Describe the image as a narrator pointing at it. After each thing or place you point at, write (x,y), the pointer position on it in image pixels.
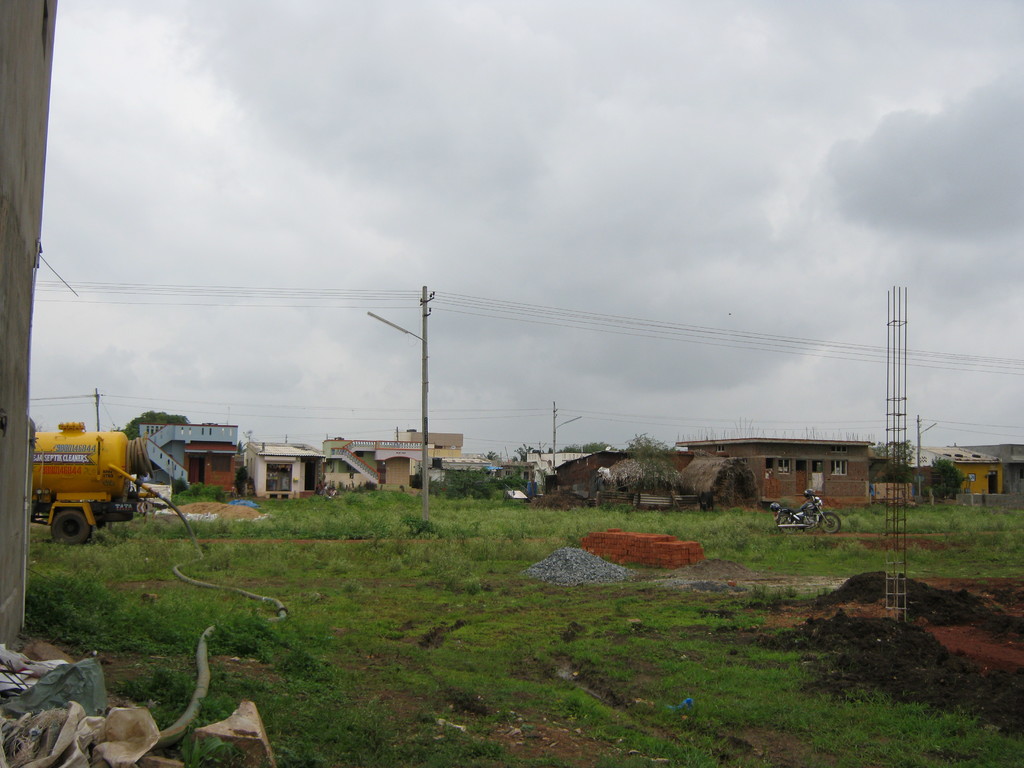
In this image I can see the ground (425,637). To the side there are rocks (598,573). I can also see the motorbike (800,520) on the ground (719,568). In the back (307,481) there are many houses (328,479) and the trees (651,465). To the left (106,481) there is a vehicle (100,477). In the background (392,243) I can see the poles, clouds (485,282) and the sky (743,283).
